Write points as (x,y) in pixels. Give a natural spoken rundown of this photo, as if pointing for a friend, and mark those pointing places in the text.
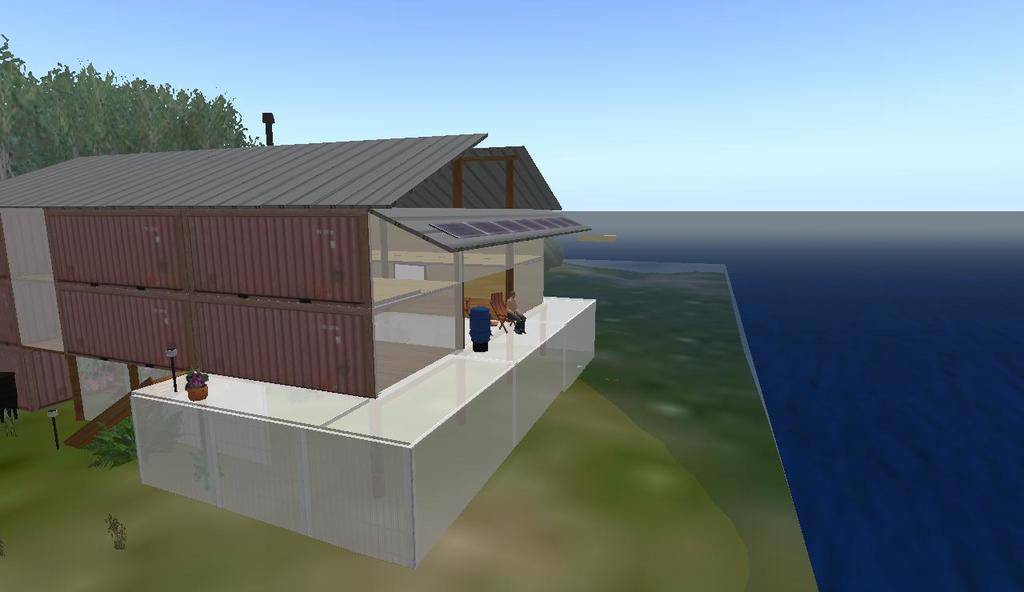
In the foreground of this animated image, on the left (313,332), there is a house (411,346), a man (514,313) sitting on a chair (498,314), poles (169,353), plants (104,457) and the grass land (198,555). Behind it, there are trees (171,135). On the right (861,400), there is water (824,233). At the top (561,44), there is the sky (510,52).
